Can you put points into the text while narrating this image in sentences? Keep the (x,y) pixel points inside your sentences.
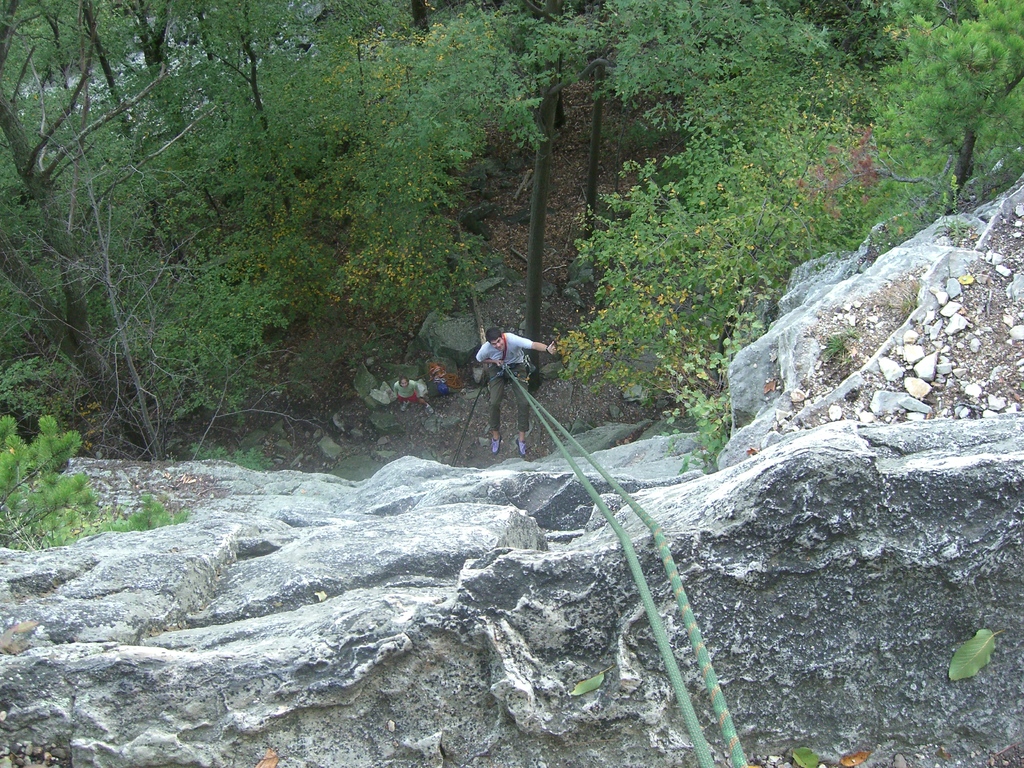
In this picture there is a boy (488,356) in the center of the image (538,350), he is hanging from a rope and there are trees (471,57) at the top side of the image (461,68).
